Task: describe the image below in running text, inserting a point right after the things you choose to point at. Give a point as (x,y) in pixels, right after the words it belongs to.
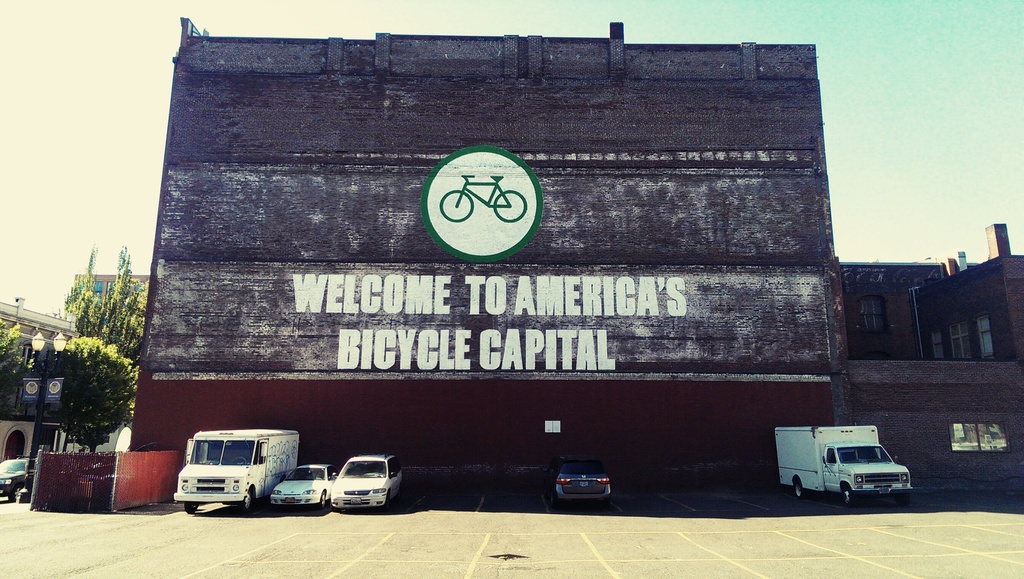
In the foreground (282,432) I can see fleets of vehicles (250,455) and a fence (158,485) on the road (541,543). In the background (349,295) I can see buildings (359,285), board (344,283), text (445,343), trees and the sky (104,160). This image is taken may be on the road (353,538).
